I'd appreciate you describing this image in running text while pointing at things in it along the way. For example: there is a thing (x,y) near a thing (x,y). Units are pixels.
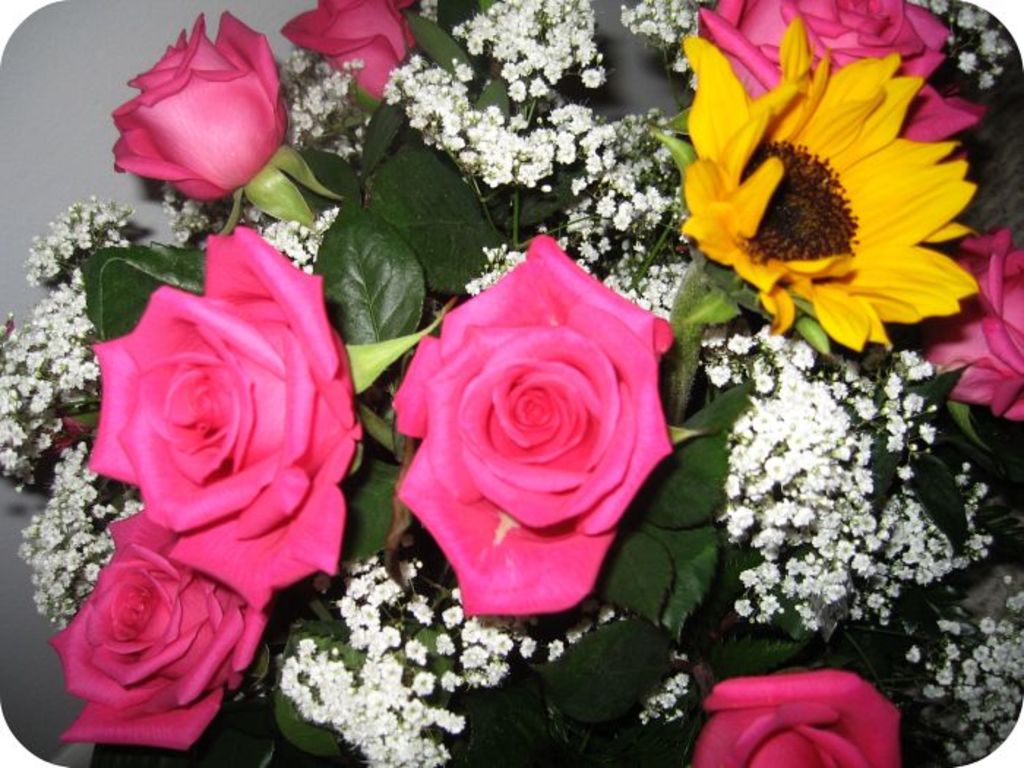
In this picture I can see number of flowers (412,401), which are of white, pink and yellow color and I can also see few leaves (400,241).
